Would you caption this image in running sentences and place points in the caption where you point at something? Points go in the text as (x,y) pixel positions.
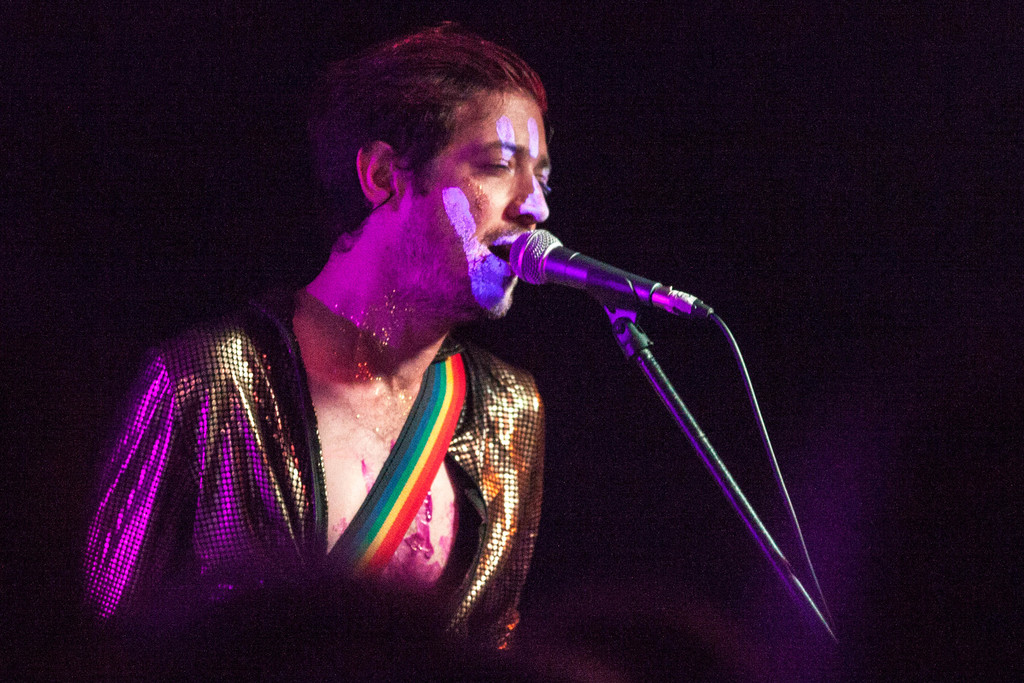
In this picture there is a man (467,604) singing and there's a painting (485,245) on his face (441,238). On the right side of the image (684,305) there is a microphone (673,299) on the stand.
